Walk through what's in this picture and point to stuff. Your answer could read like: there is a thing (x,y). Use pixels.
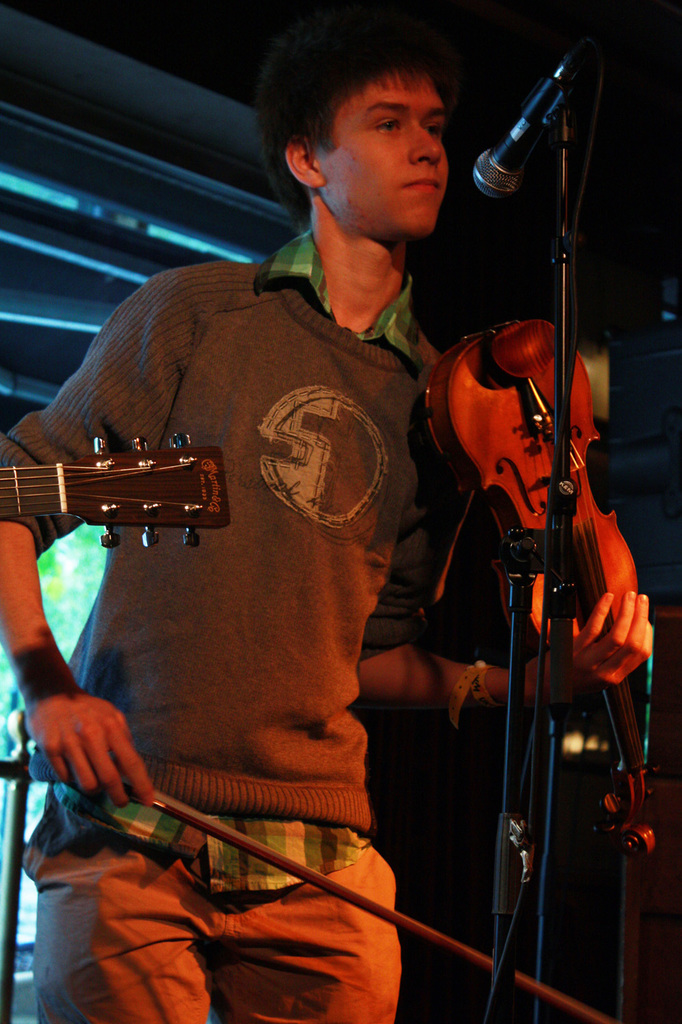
In the image in the center (375,396) we can see one person (348,551) standing and holding violin (510,480). In front of him, there is a microphone (542,120). On the left side (183,454), we can see one guitar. In the background (146,186) there is a wall (493,765), roof (97,89) and few other objects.
